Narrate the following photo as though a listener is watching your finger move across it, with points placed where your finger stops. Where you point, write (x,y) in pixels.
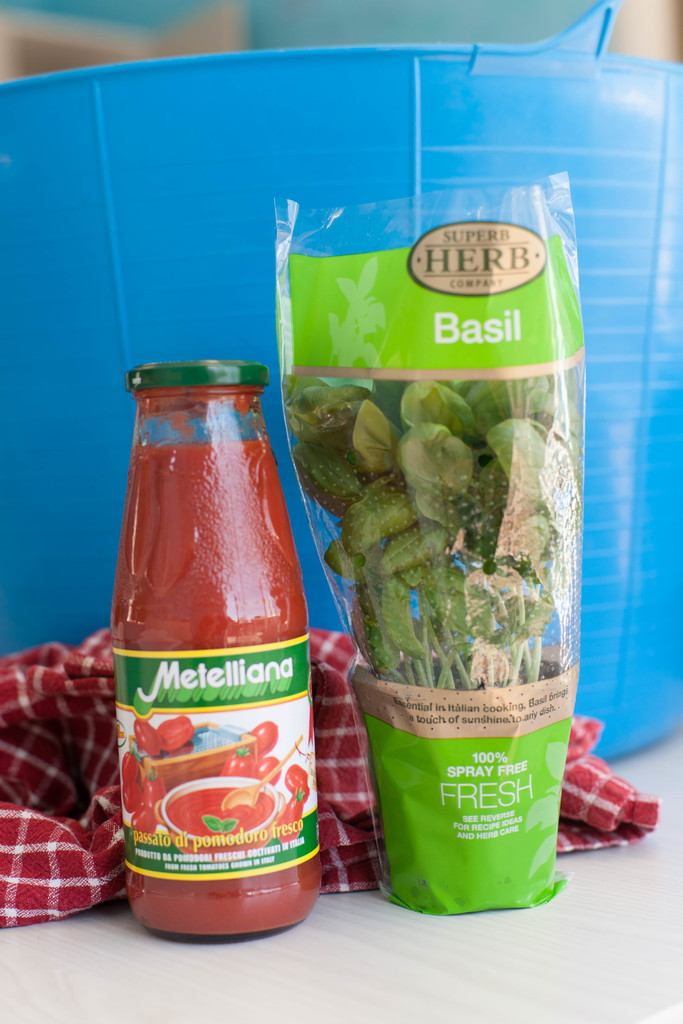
This image consists of a sauce bottle (193,709) and herbs (365,739) are kept on a table (558,958). In the background (79,632), there is a basket (79,605) along with a red cloth (39,777).
